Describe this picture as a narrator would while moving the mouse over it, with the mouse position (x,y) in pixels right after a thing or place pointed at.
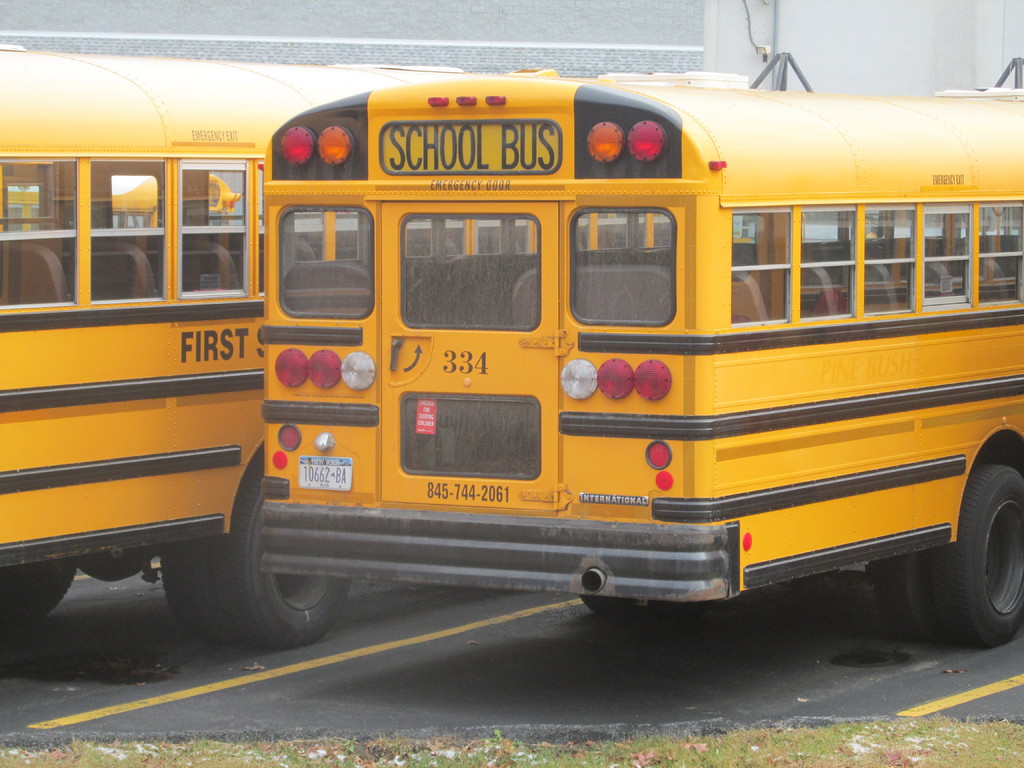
There are two buses (289,405) are present on the road (264,692) as we can see in the middle of this image (394,284). There is a wall (508,32) in the background (508,32).
